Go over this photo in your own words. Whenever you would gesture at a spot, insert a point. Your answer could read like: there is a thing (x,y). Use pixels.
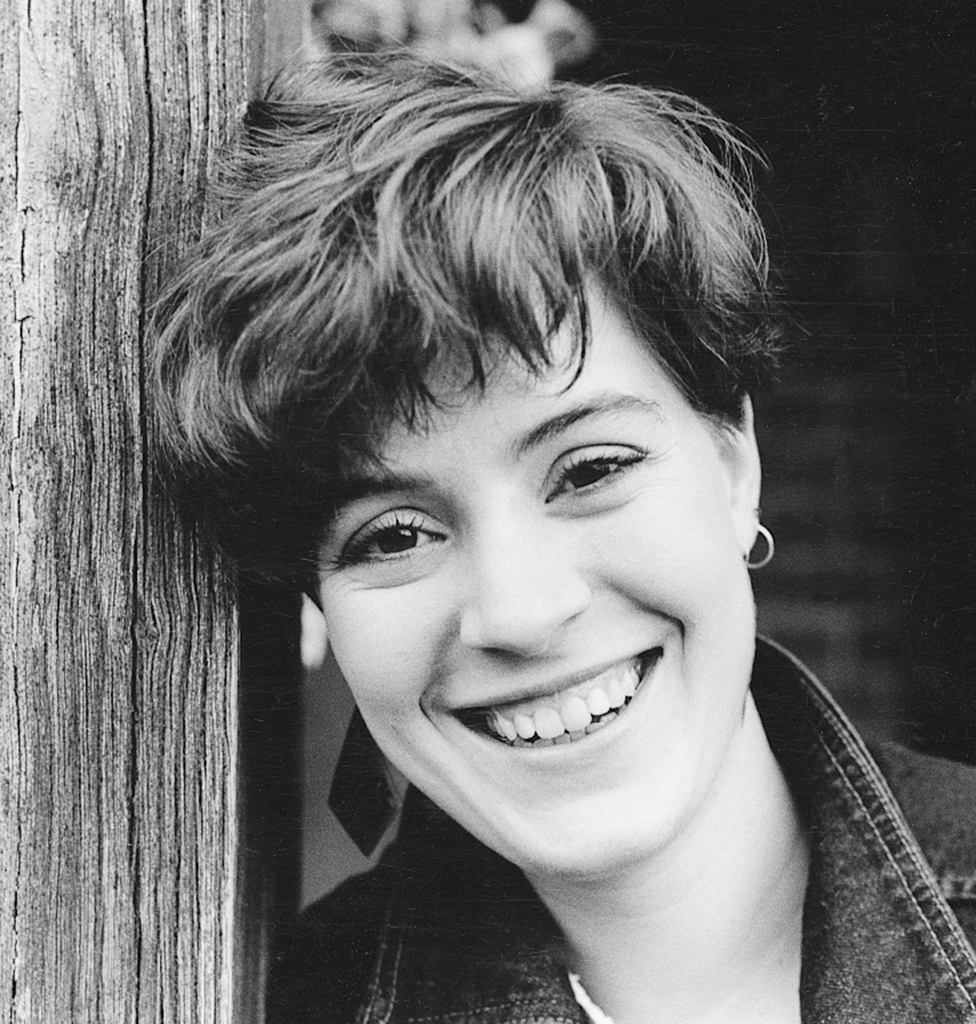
This is a black and white image. This image consists of a person (412,722). Only the face (661,546) is visible. She is smiling.
